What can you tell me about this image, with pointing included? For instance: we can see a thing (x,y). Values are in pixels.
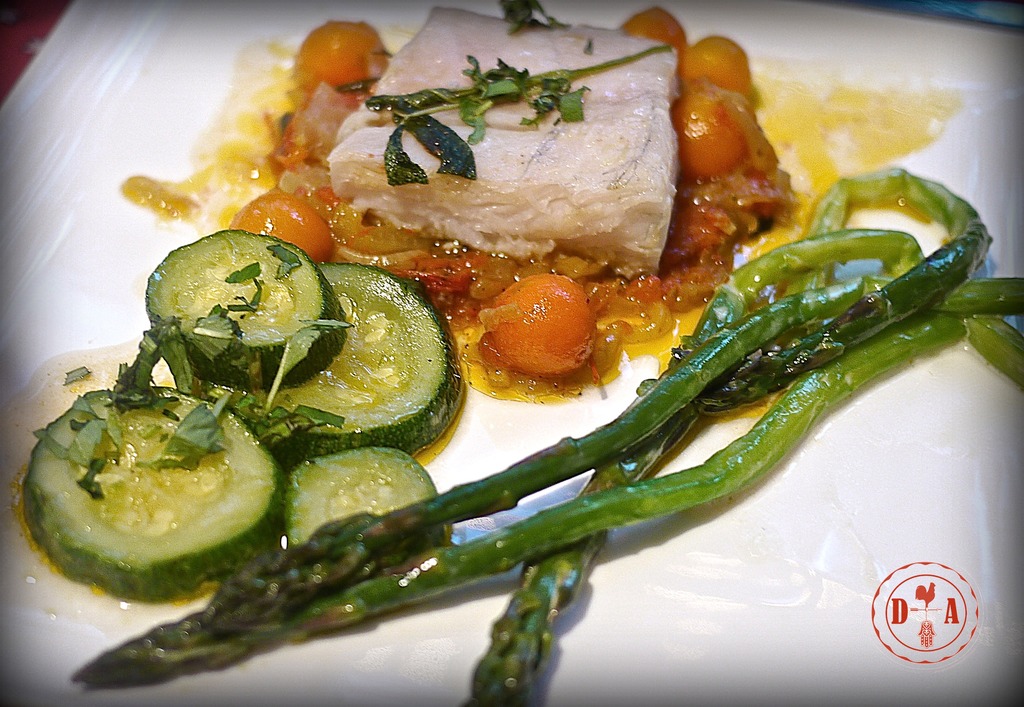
In this image in the foreground (818,105) there is one plate (62,374), on the plate (35,75) there are some food items (508,380) and salad (313,500).
